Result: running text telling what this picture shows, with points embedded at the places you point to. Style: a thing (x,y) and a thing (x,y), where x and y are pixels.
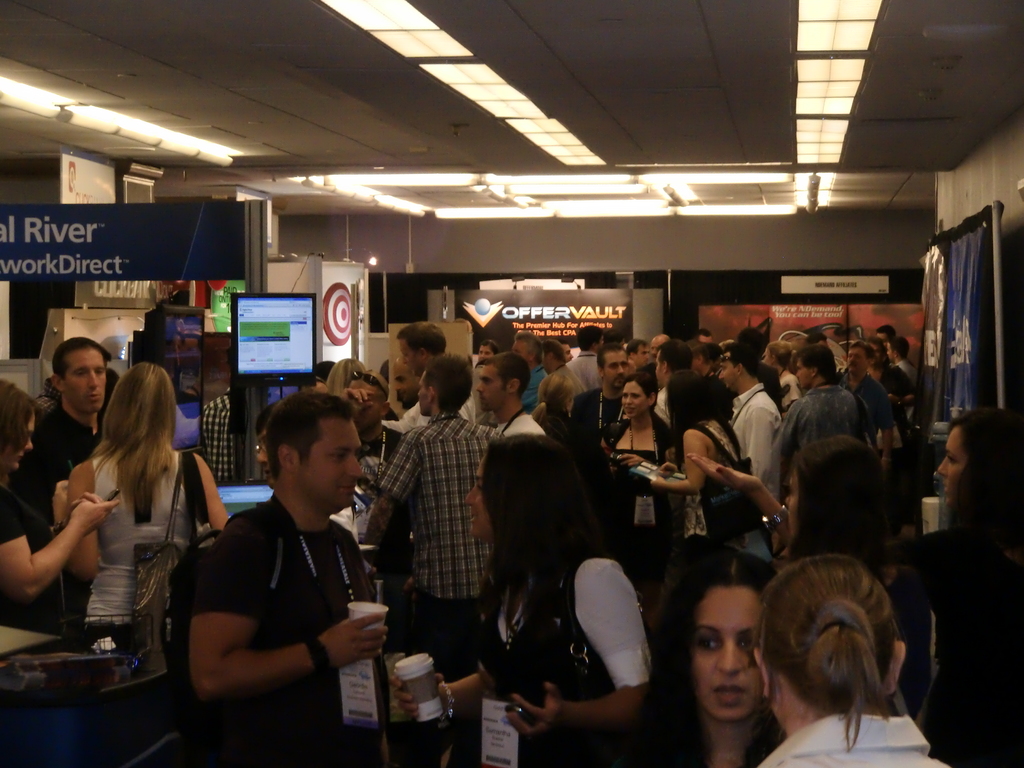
In the foreground of this image (753,663), there are many people (755,477) standing where few are holding glasses (352,607) and few are wearing bags (164,597). We can also see few banners (537,320), wall (748,249) and the lights (567,214) to the ceiling (260,155).
